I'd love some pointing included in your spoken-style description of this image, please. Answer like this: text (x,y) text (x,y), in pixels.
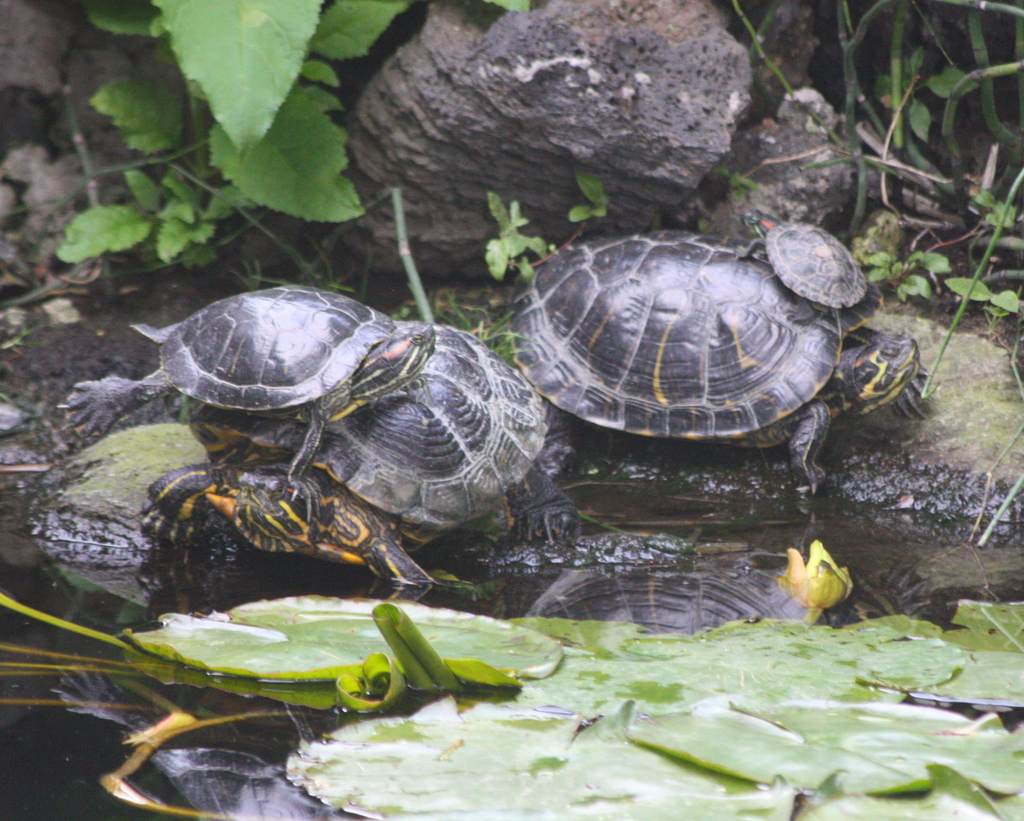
In this image, we can see some plants (990,237) and turtles (810,339). There are rocks (568,196) at the top of the image (771,203). There are some leaves (854,645) on the surface (514,592) of the water (438,592).
